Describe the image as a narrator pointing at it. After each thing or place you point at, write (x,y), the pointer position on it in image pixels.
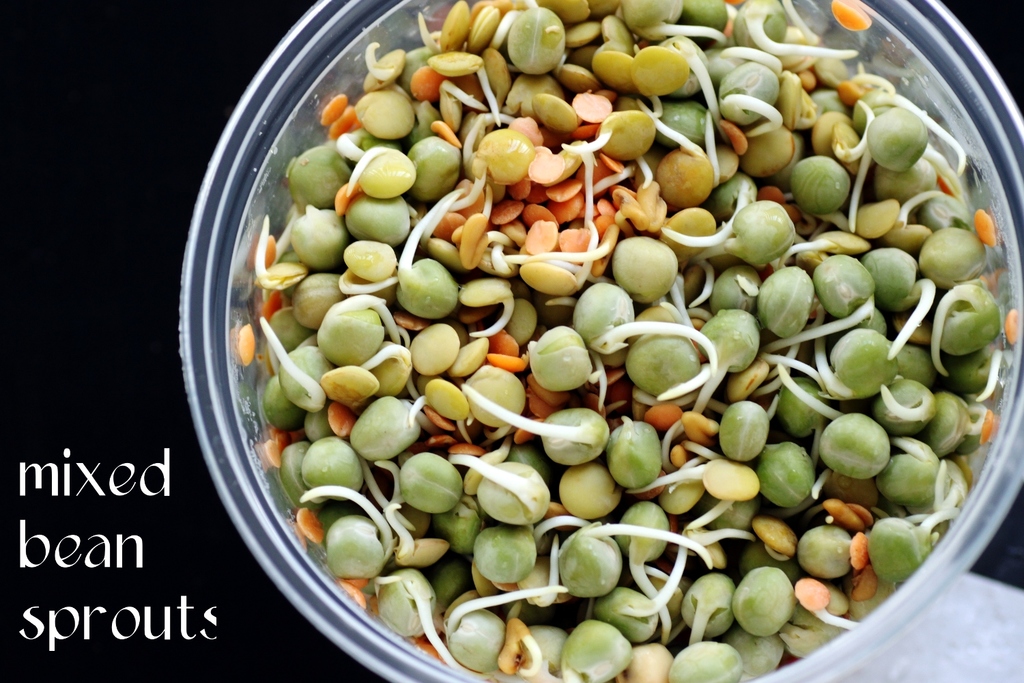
In this image there are sprouts (429,222) in a bowl (996,493). The background (135,31) is dark and there is some text (86,625).
